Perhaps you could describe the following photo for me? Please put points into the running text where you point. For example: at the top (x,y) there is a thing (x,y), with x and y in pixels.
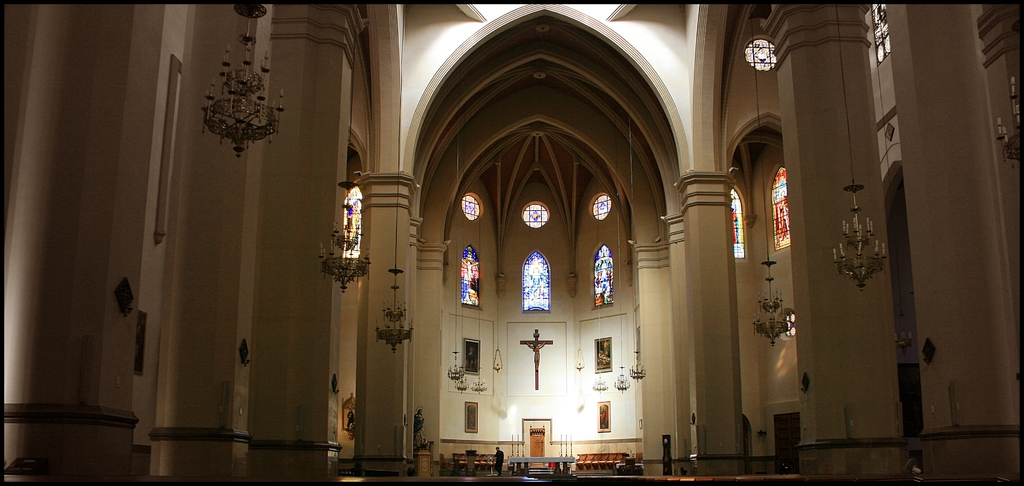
This is inside view of a church (522,197). There are pillars (663,405), chandeliers (767,312), windows (472,279) with glass paintings (535,280). In the back (564,463) there are tables (544,463). On the wall (507,351) there are photo frames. Also there is a sculpture (535,351) in the background (534,339).
